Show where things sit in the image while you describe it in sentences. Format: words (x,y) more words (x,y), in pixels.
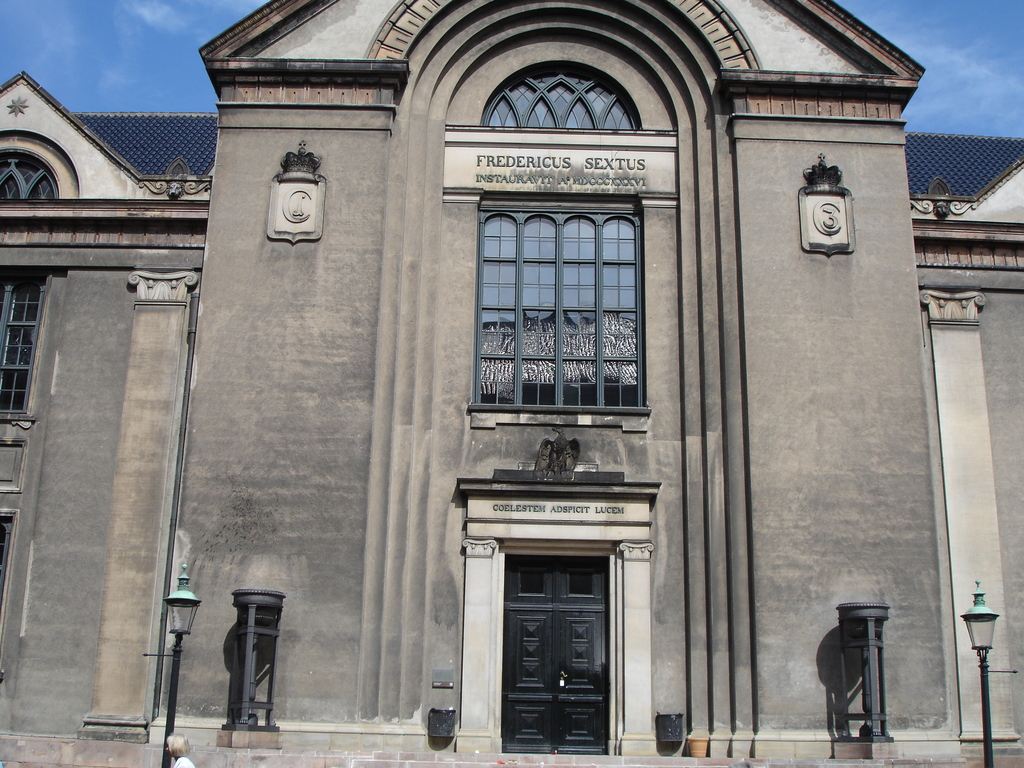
In this picture I can see a building (328,451) and a couple of pole lights (989,744) and I can see text (526,160) on the building (94,173) and a blue cloudy sky (84,53) and I can see a door (516,718).
